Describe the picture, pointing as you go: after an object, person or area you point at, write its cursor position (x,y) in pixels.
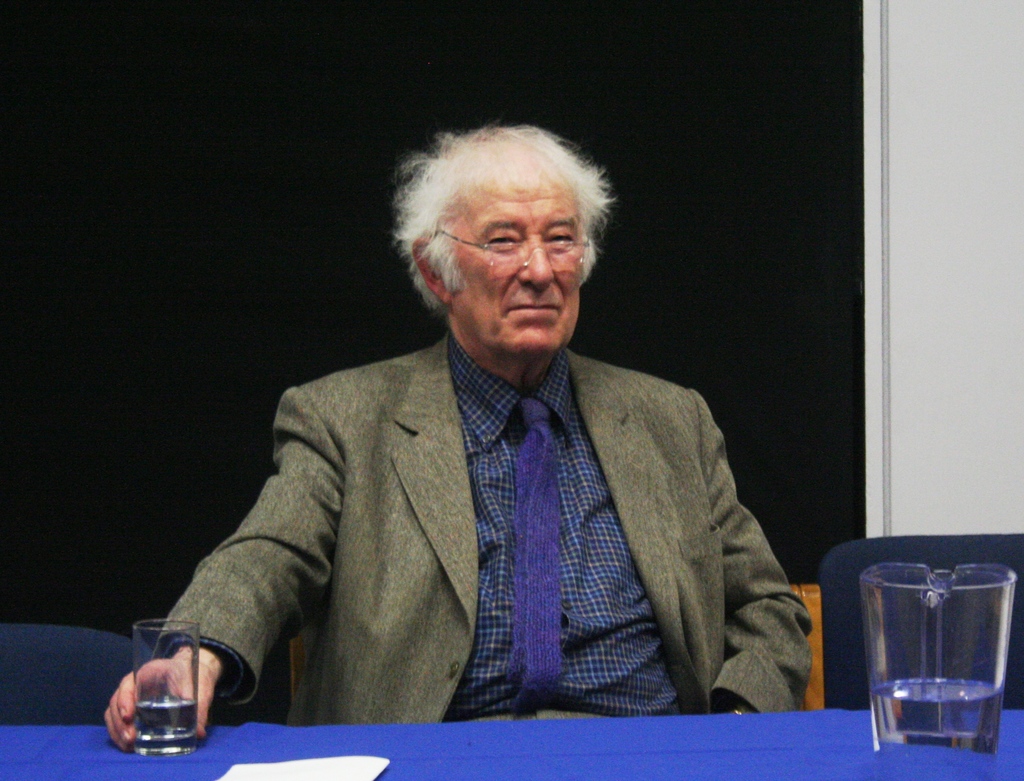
In the middle of the image (577,429), there is a person (562,425) in a suit (241,604), sitting and holding a glass (198,676) which is filled with water (165,720) on a table (200,759) which is covered with a blue colored cloth (211,750), on which there is another glass (979,642) and white color paper (325,761). Beside him, there is a chair (84,714). In the background (911,55), there is a white wall (871,122).
